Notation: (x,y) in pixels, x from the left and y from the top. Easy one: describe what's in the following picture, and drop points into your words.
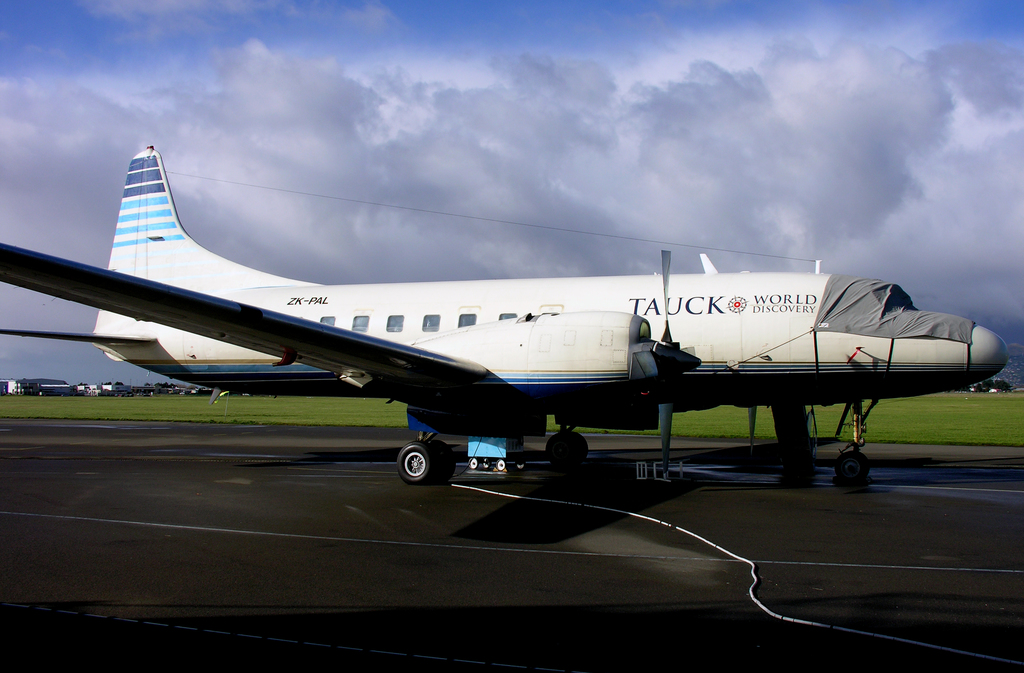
In this image I can see an aircraft (663,428) on the road (344,497). The aircraft (380,343) is in white color. And there is a name tauck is written on it. In the background (21,407) I can see the ground (257,410), many sheds (114,390), clouds (307,158) and the blue sky (450,39).
